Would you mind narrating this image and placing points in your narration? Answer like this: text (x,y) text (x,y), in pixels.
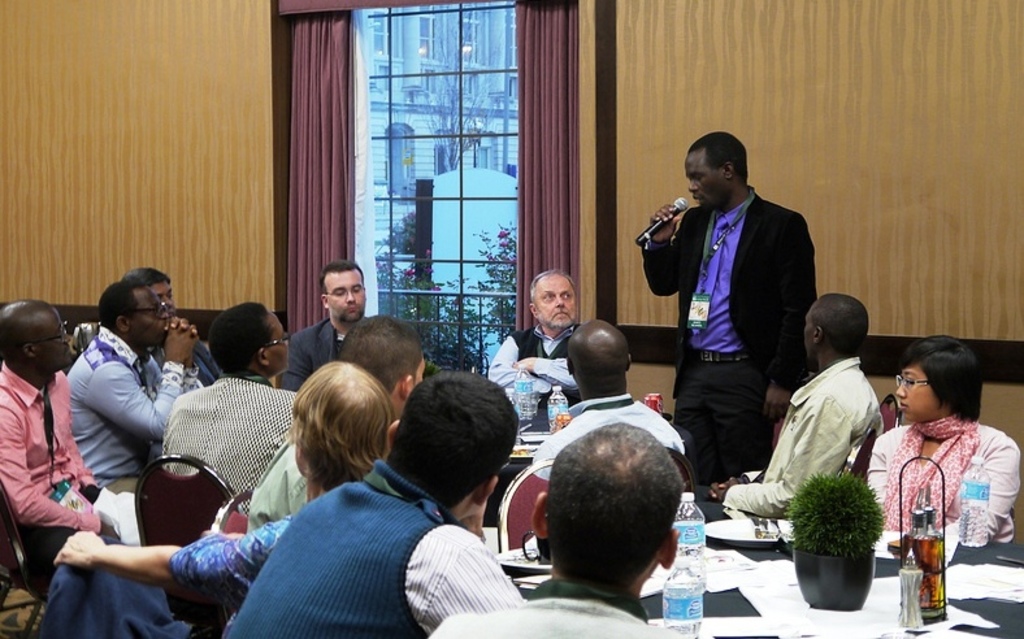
At the bottom of the image (612,578) few people (38,304) are sitting and there are some chairs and tables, on the tables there are some plates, bottles (686,508), papers (955,620), plants (802,548) and tins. In the middle of the image (663,254) a person (690,177) is standing and holding a microphone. Behind him there is wall (212,189), on the wall (974,231) there is a window (449,29) and curtain (527,236). Through the window (380,96) we can see some trees (506,290), plants (503,304) and buildings (435,37).
